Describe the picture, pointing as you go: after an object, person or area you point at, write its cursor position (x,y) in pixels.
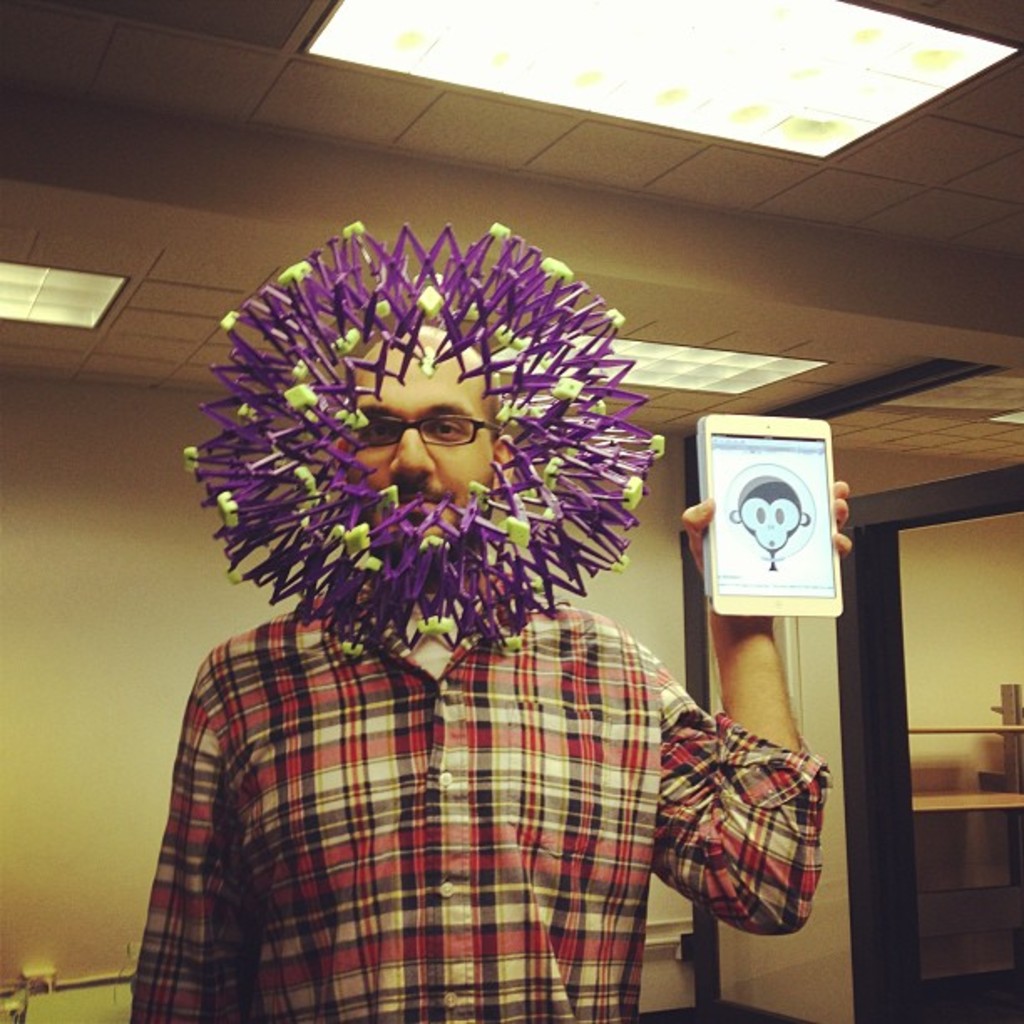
There is a man (386,677) standing and holding a gadget (749,461) and wore spectacle (452,419), in front of this man (442,409) we can see decorative object (325,442). In the background (179,577) we can see wall (71,693). At the top (762,32) we can see lights (773,46).
